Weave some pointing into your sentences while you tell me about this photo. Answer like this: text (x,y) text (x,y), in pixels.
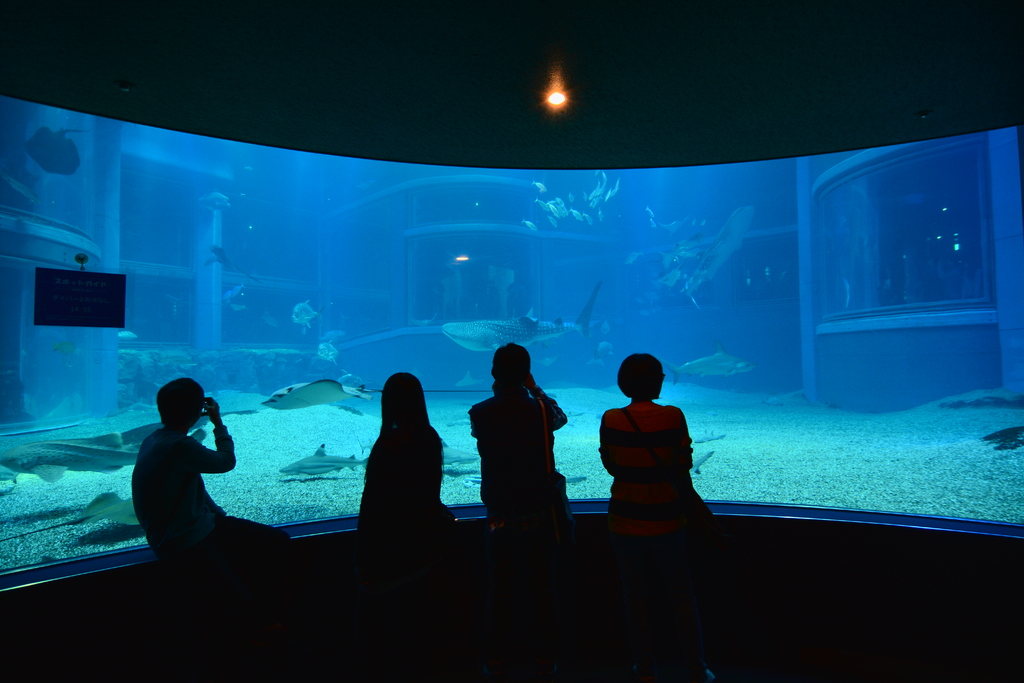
There are people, in front of these people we can see big aquarium (410,282), inside this aquarium (378,380) we can see fishes (466,377) and stones (803,466). At the top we can see light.
